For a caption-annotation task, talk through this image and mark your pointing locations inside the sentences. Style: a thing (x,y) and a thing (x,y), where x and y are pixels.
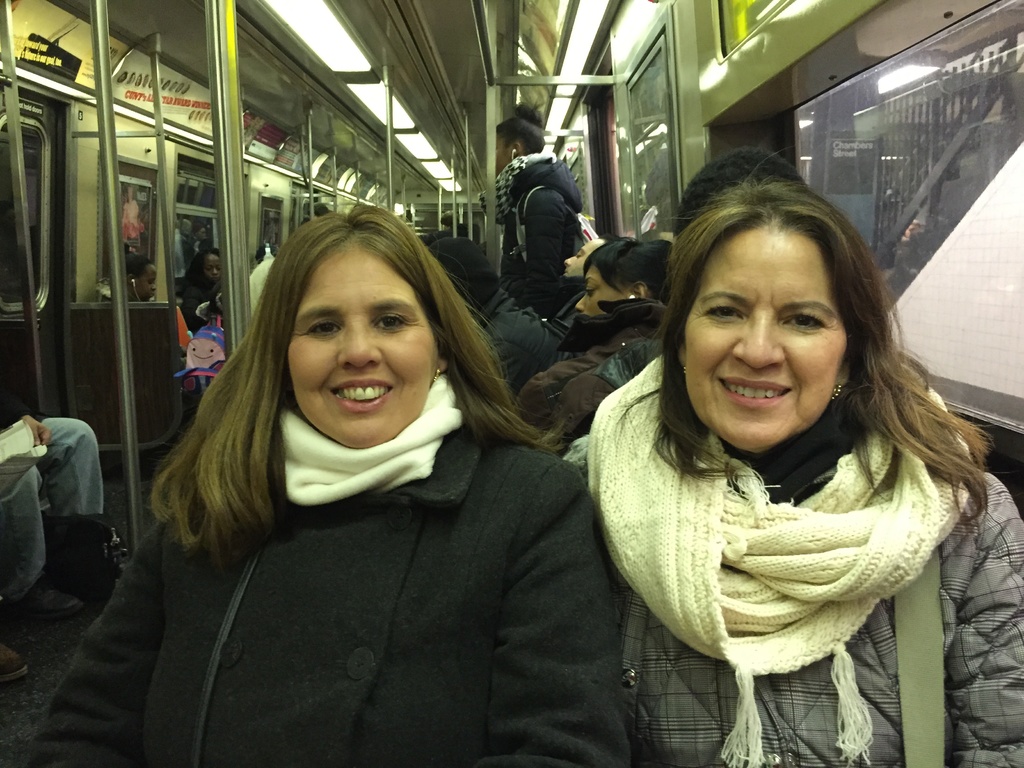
In this image we can see two ladies (399,627) are sitting in the train (1013,182). On the top of the image (522,203) we can see a lady (512,172) wearing earphones (511,156) and standing.
